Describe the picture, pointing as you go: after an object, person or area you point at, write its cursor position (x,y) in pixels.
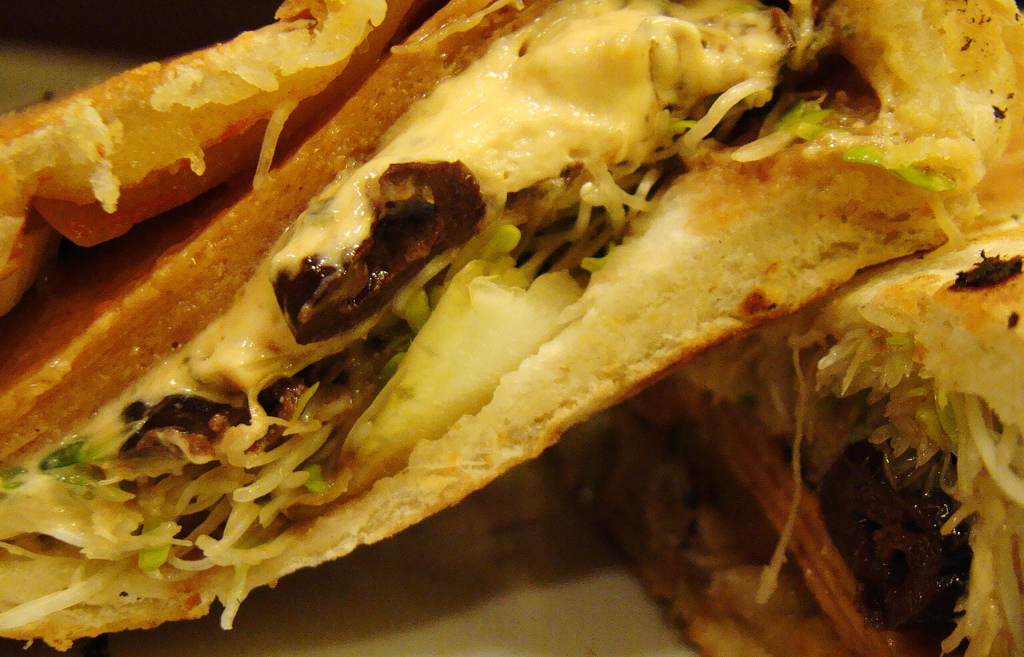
In this image we can see food items (664,320).
